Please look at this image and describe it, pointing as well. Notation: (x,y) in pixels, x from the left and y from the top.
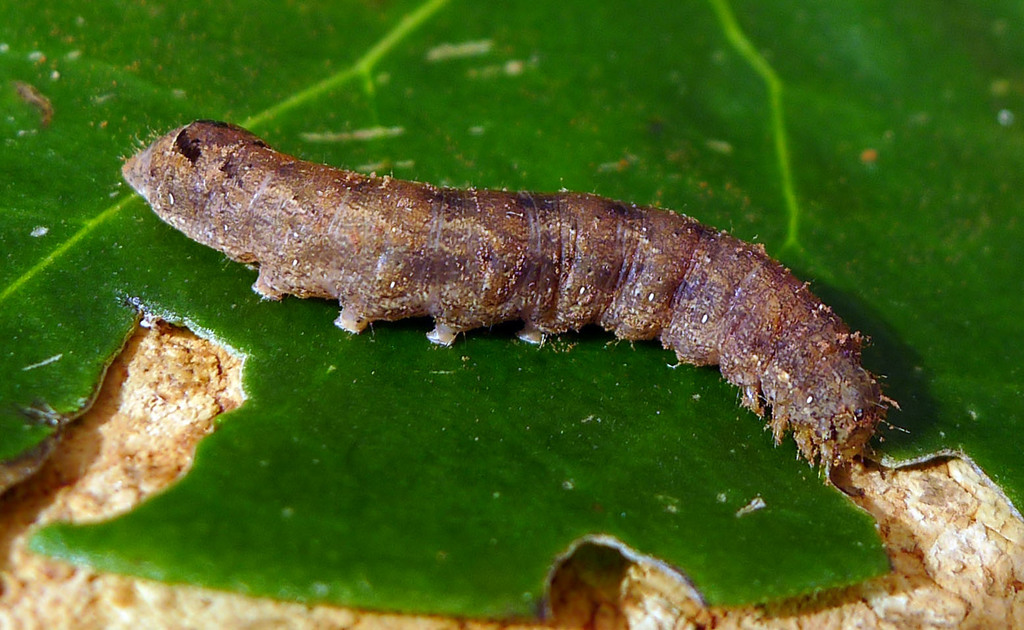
This is a zoomed in picture. In the center (359,248) we can see an insect (716,235) which seems to be the caterpillar (393,194) on the green leaf (206,327). In the foreground (157,449) we can see some other item (980,563).
